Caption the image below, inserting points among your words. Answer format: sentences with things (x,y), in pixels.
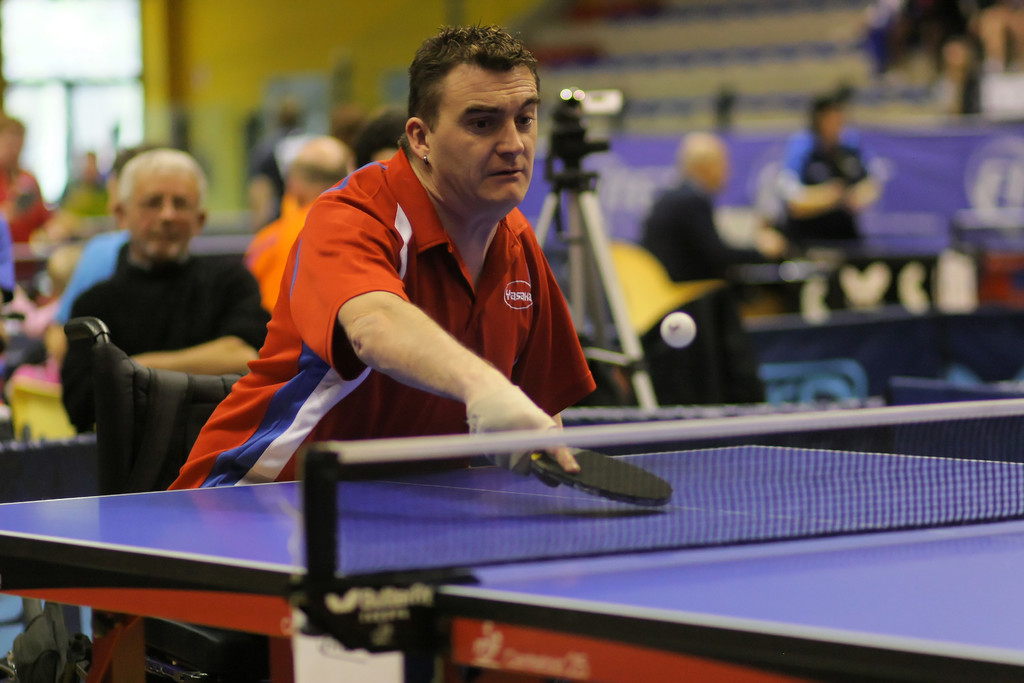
The picture is taken in the hall (609,231) where one person (419,379) in the middle (380,404) is sitting in the wheel chair (217,382) and wearing a red t-shirt (307,323) is playing table tennis and behind him there are people (128,178) standing and sitting and watching and there is one camera (596,138).
